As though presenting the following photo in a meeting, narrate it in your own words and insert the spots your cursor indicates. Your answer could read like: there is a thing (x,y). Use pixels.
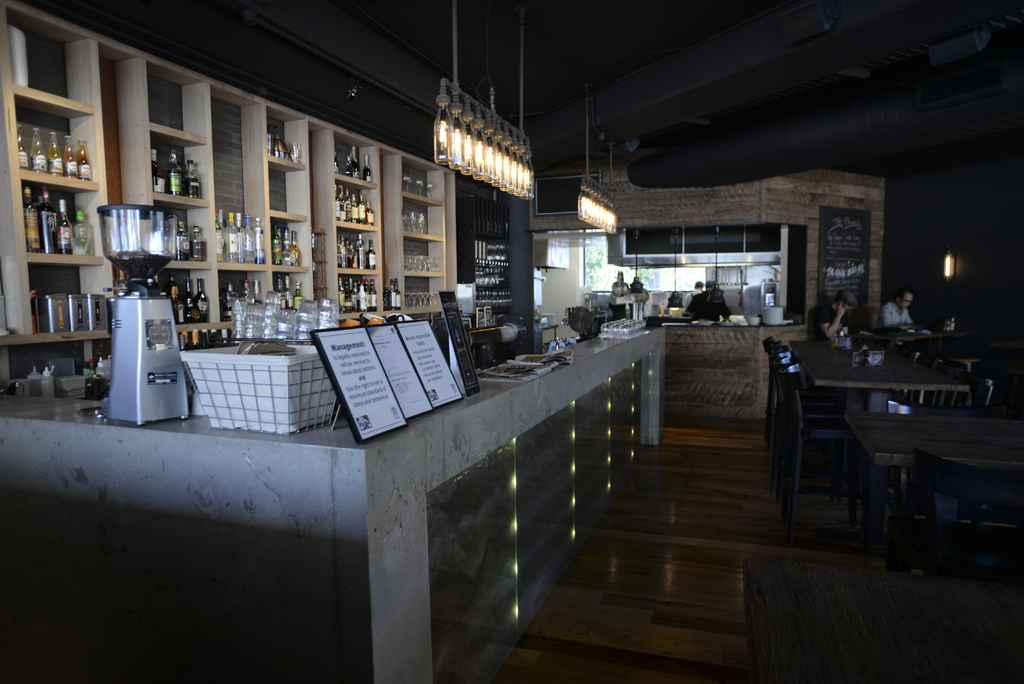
In this image we can see the inner view of a room (542,332) which looks like a restaurant (803,107) with tables (948,448) and chairs (918,408). We can see a few people (906,313) and there is a rack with objects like bottles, glasses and some other objects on the left side of the image (196,308) and we can see some objects (138,410) on the surface (164,433) which looks like a countertop (135,427) and there are some boards (372,332) with text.
